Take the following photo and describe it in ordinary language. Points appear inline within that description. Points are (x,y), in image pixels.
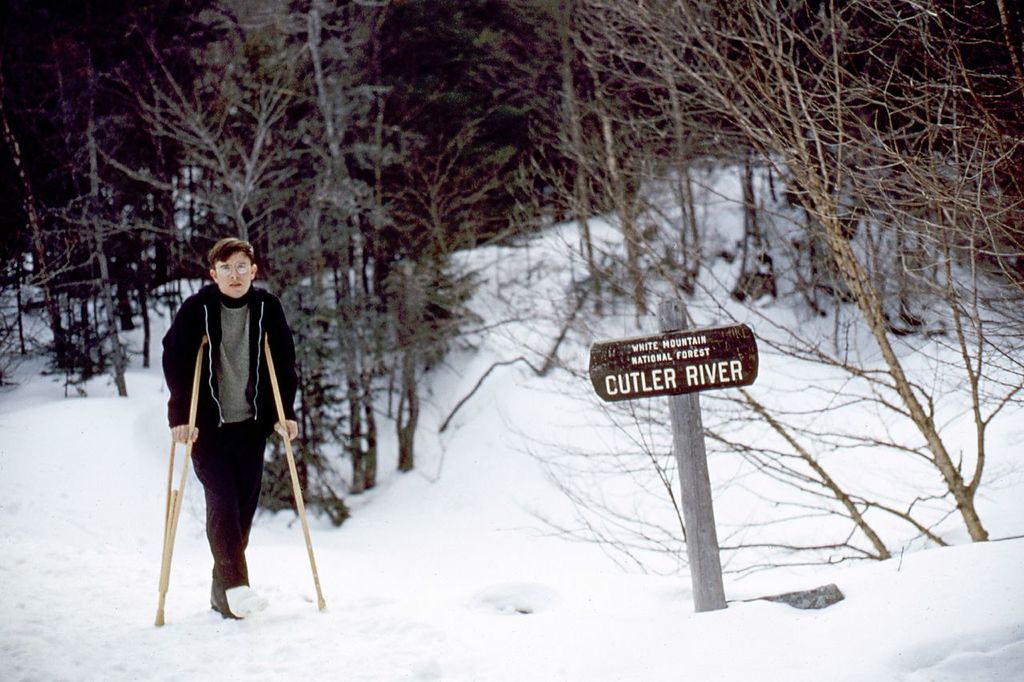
On the left side (267,370), we see a man (185,358) in the black jacket (266,378) is walking with the help of sticks (162,572). He is wearing the spectacles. At the bottom (488,577), we see the snow (507,569). In the middle (624,350), we see a wooden pole (683,327) and a board (673,394) in brown color with some text (702,368) written on it. There are trees (447,165) in the background (447,165).
